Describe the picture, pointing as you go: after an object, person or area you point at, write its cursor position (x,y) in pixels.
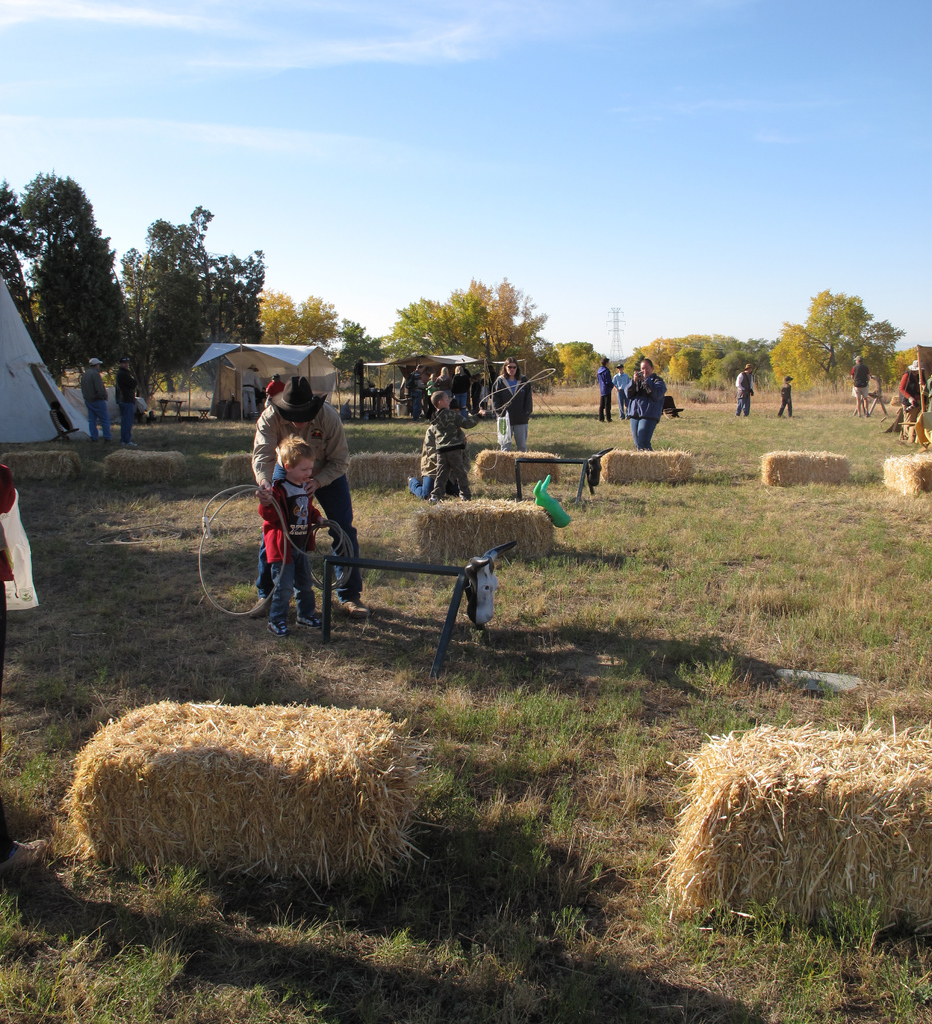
In this image there are some persons (527,393) standing in middle of this image (447,459) and there are some trees (397,348) in the background (511,345). There are some grass (409,428) at bottom of this image (468,725). There is a tower (616,334) at middle of this image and there is a sky (404,196) at top of this image (381,135).
